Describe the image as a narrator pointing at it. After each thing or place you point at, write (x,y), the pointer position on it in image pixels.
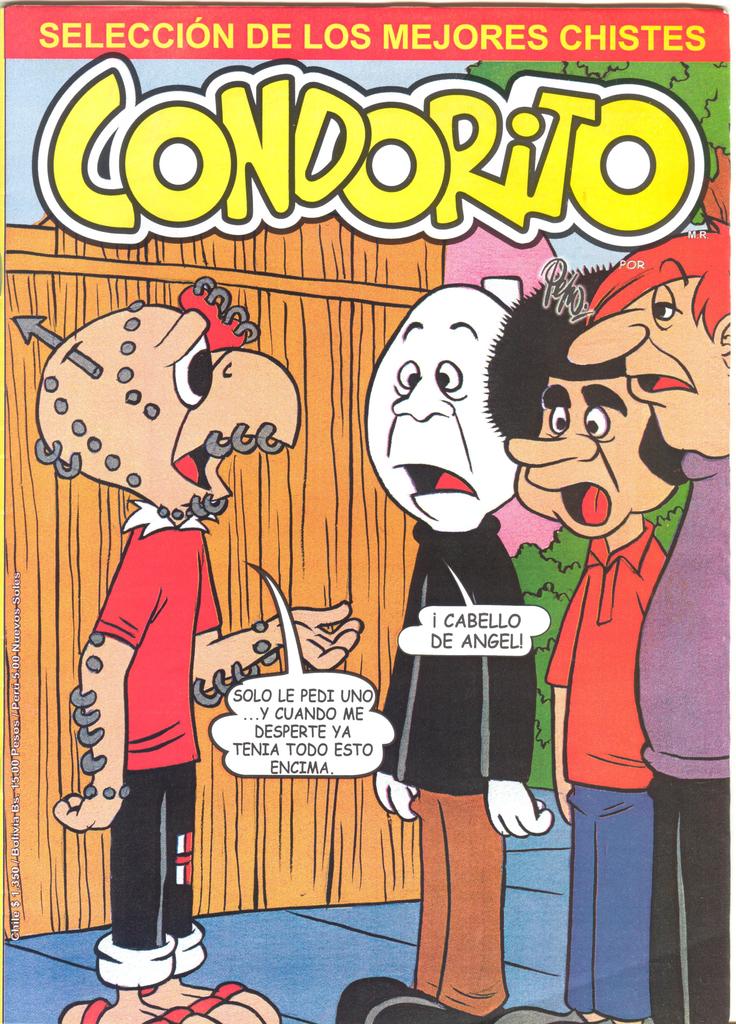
It is an animation cartoon, in this a person (247,673) is standing and speaking. This person (227,638) wore red color t-shirt (205,602). On the right side (638,337) 3 persons (592,596) are standing and listening to him.
